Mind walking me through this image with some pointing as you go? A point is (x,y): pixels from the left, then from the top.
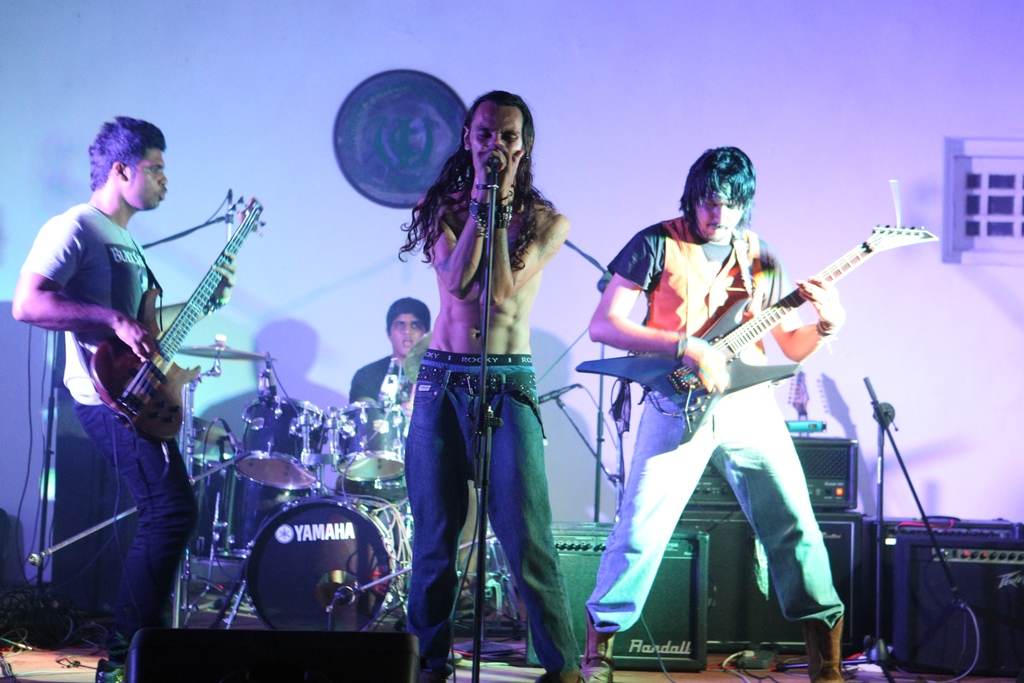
There is a person (406,234) standing in the center (437,248) and he is singing on a microphone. Here we can see a person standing on the left side (112,676) and he is playing a guitar (152,439). There is another person (606,653) who is standing on the right side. He is playing a guitar (646,371) as well. In the background (385,382) we can see a person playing a snare drum (272,467).
